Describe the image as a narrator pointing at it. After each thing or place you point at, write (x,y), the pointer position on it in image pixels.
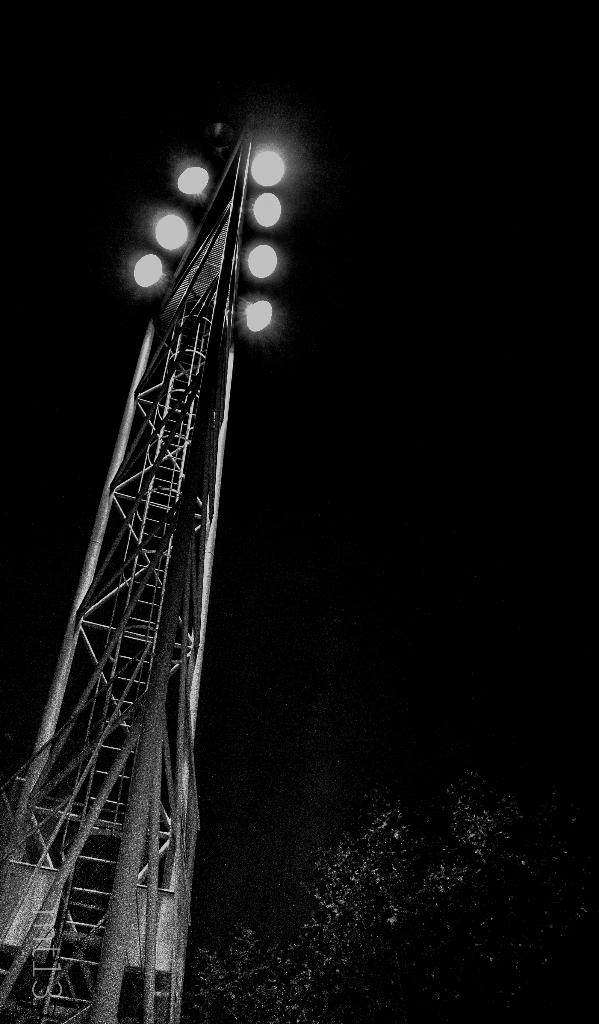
In this image we can see a black and white picture of a metal frame (132,846) containing a group of lights (179,233) on it. To the right side (475,909), we can see a tree (385,905) and in the background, we can see the sky (367,614).
